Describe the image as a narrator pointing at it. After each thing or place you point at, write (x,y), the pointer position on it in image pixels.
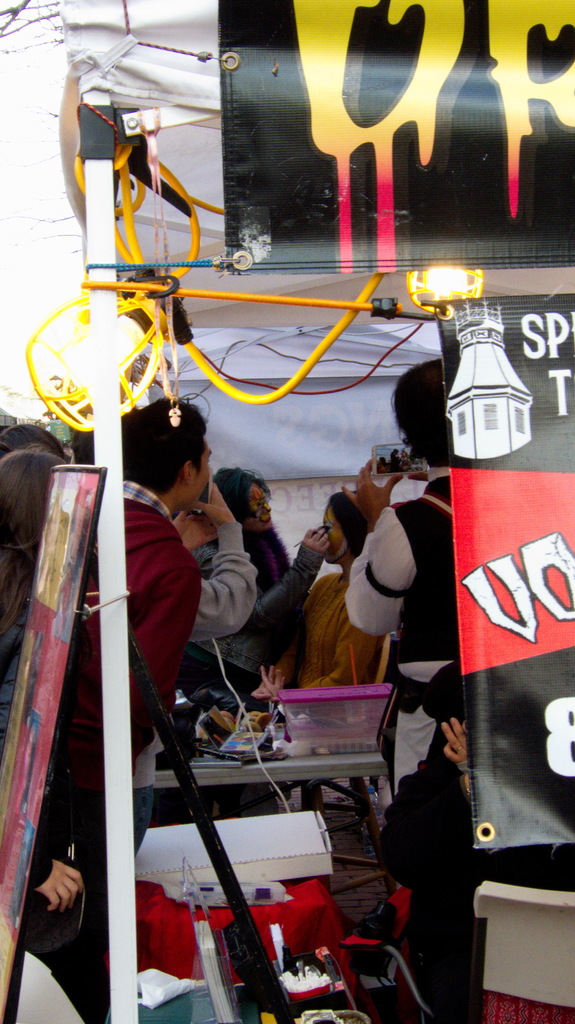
In this image few persons (202,548) are standing under the tent (241,362). There is a table (324,775) having a box (355,719) and few objects (276,730) are on it. A person (293,570) is painting another person (348,555) standing on the floor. Right side person (417,611) is holding a mobile (408,459) in his hand (362,469). Right side (547,442) there is a banner (545,480). Few lights (132,371) are attached to the rod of a tent (403,327).
